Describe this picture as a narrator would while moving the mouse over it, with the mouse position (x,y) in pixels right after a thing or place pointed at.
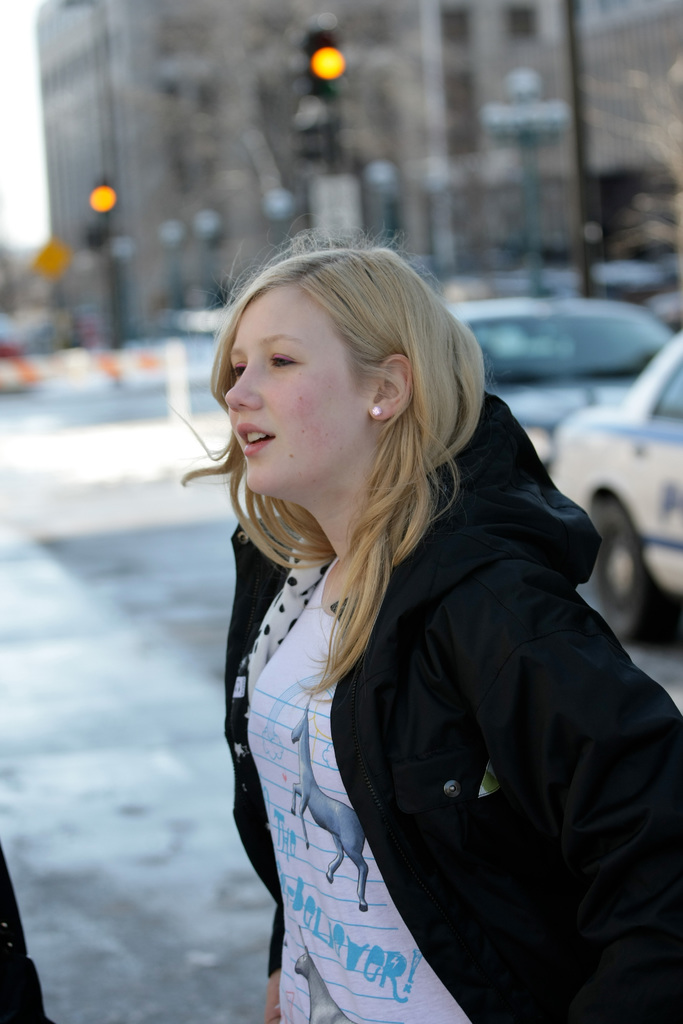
In the foreground of the image (568,624) there is a lady (568,624) wearing a black color jacket (540,760). In the background of the image (301,219) there are buildings (278,149). There are street lights (273,197). There is a road (117,619) on which there are vehicles (569,345).
